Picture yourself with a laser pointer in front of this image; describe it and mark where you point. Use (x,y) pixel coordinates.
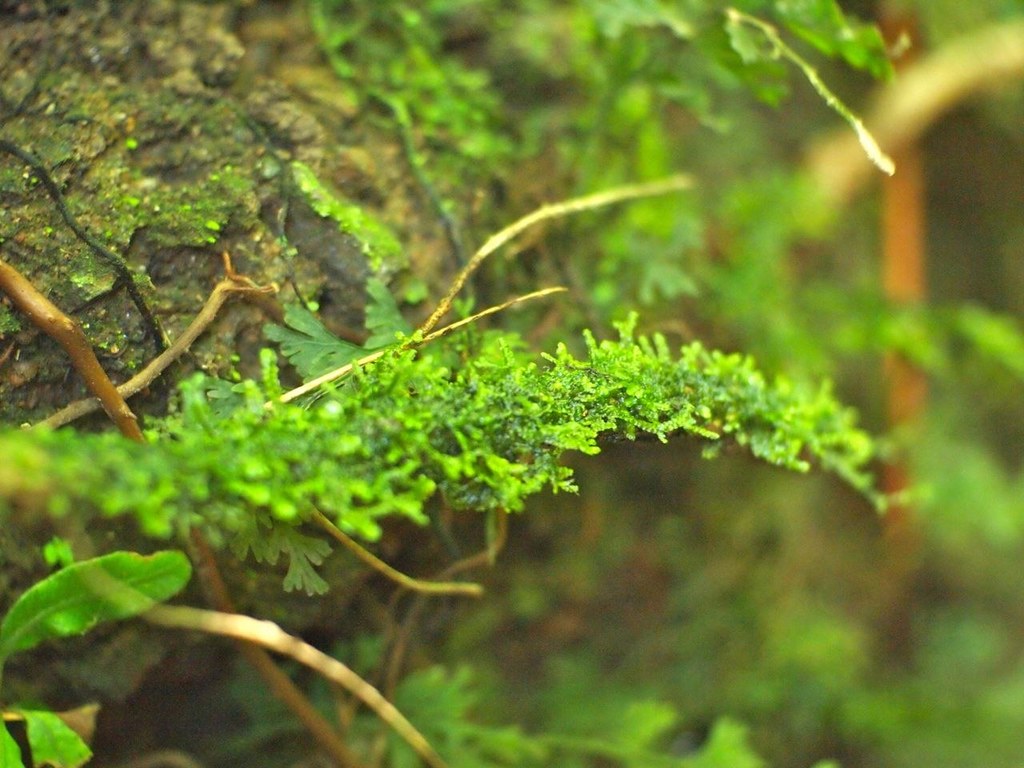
In this picture there are plants (619,233). On the left side of the image (197,198) it looks like mud (232,128).
